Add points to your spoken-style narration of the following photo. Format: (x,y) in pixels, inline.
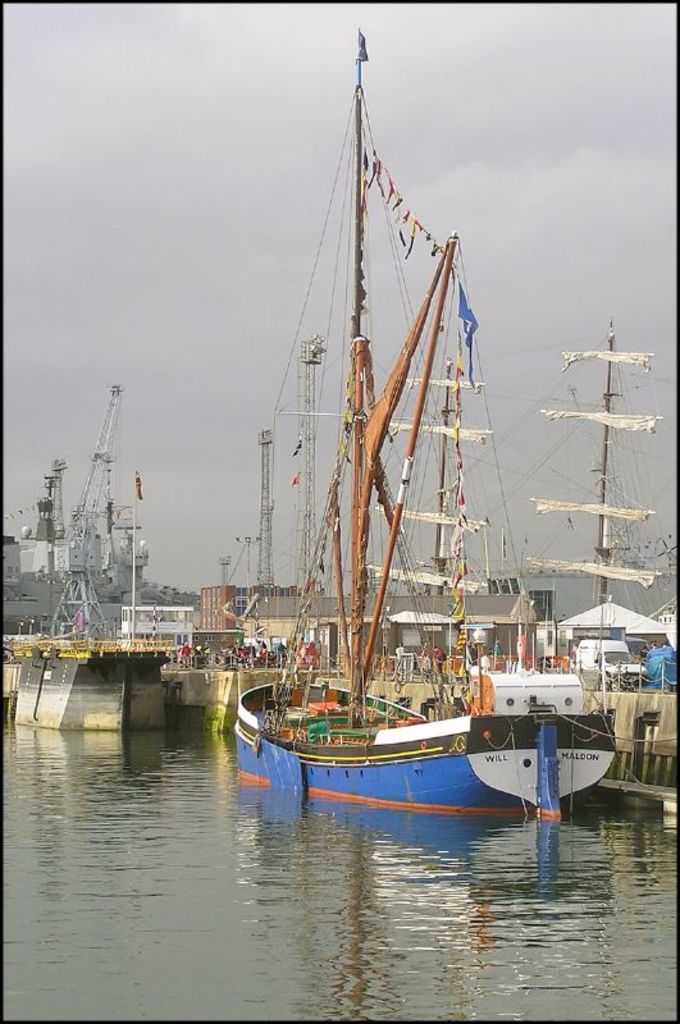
In this image it looks like it is a ship harbor (237,853). In which there are so many ships (272,743) in the water (228,855). In the background (108,456) there are cranes (73,531). At the top (37,288) there is sky (178,221).
